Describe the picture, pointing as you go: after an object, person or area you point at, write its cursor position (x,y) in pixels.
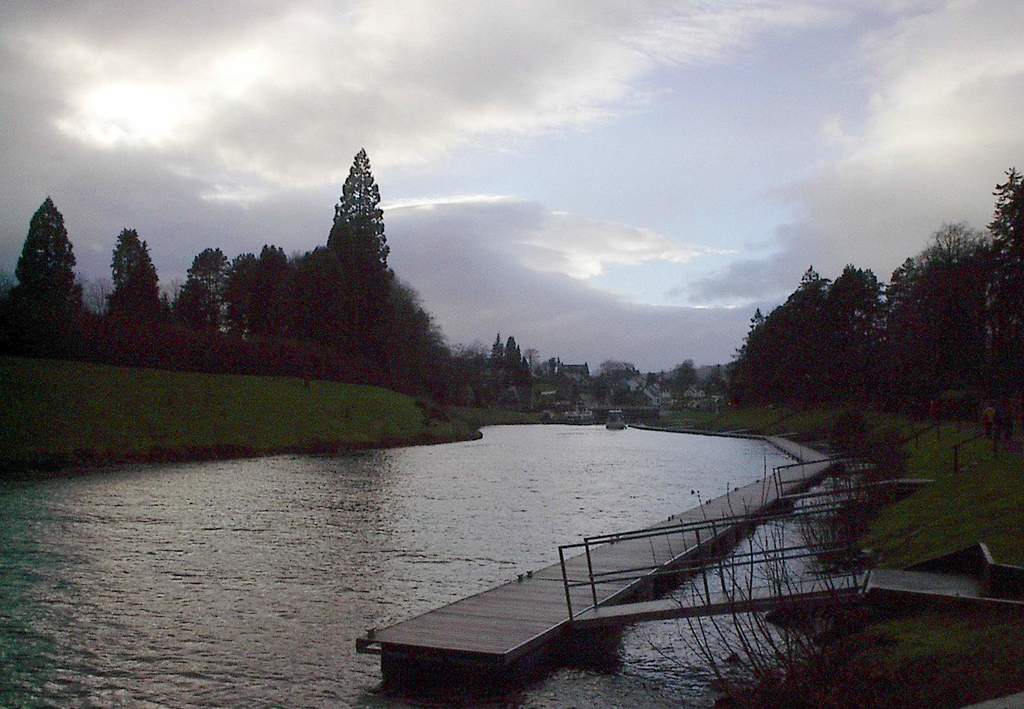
In the center of the image (432,455), we can see water (261,590) and there is a dock (644,574) with ramps (781,486). In the background (810,347), there are trees (528,359) and buildings (664,381) and at the top (397,122), there are clouds (495,136) in the sky (521,157).
